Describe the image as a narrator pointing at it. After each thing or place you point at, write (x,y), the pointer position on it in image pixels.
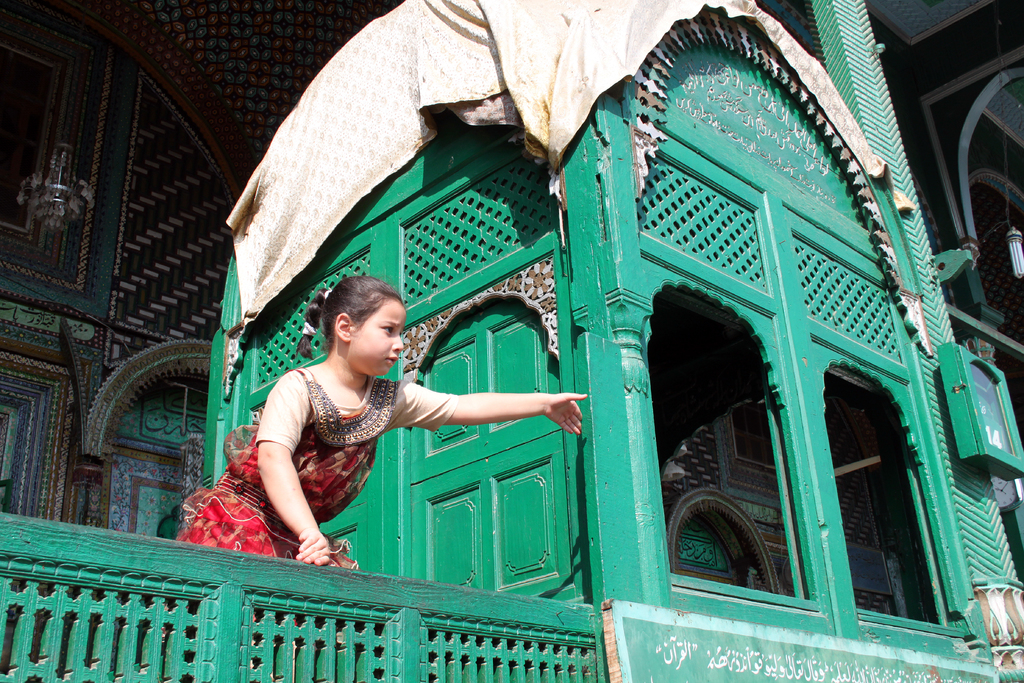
In this image there is a building (654,297) and we can see a girl (296,531). There are clothes (341,127). On the right (1015,267) there is a light (1017,253).
